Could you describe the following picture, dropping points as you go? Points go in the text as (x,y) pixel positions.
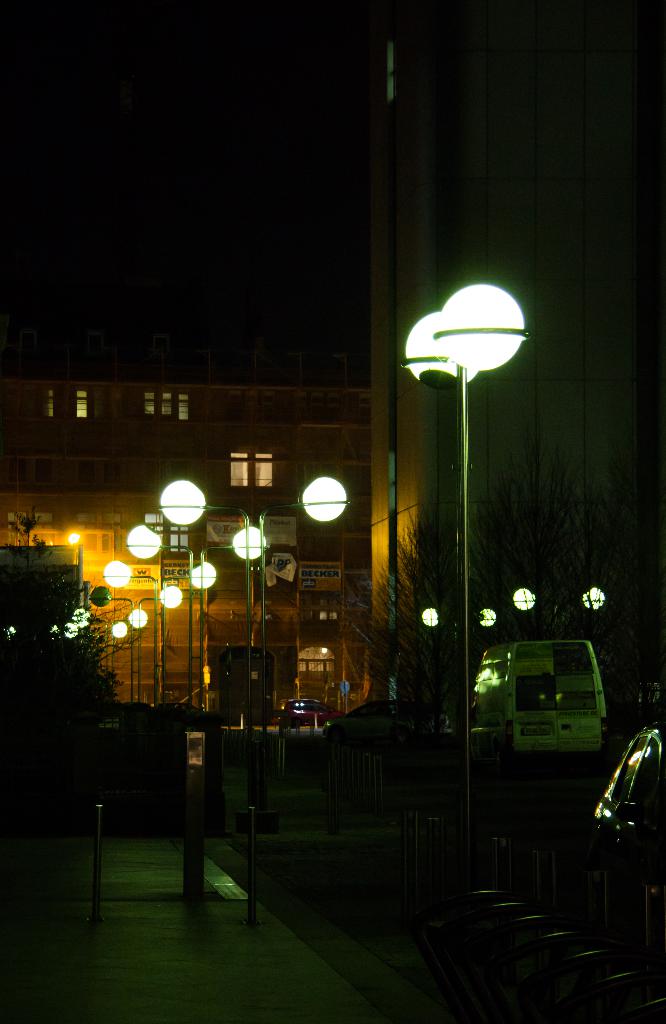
In this picture there are some lamp post (495,326) on the road side (326,909) and some cars (608,840) are parked. In the background (71,417) there is a brown color building (232,645).
